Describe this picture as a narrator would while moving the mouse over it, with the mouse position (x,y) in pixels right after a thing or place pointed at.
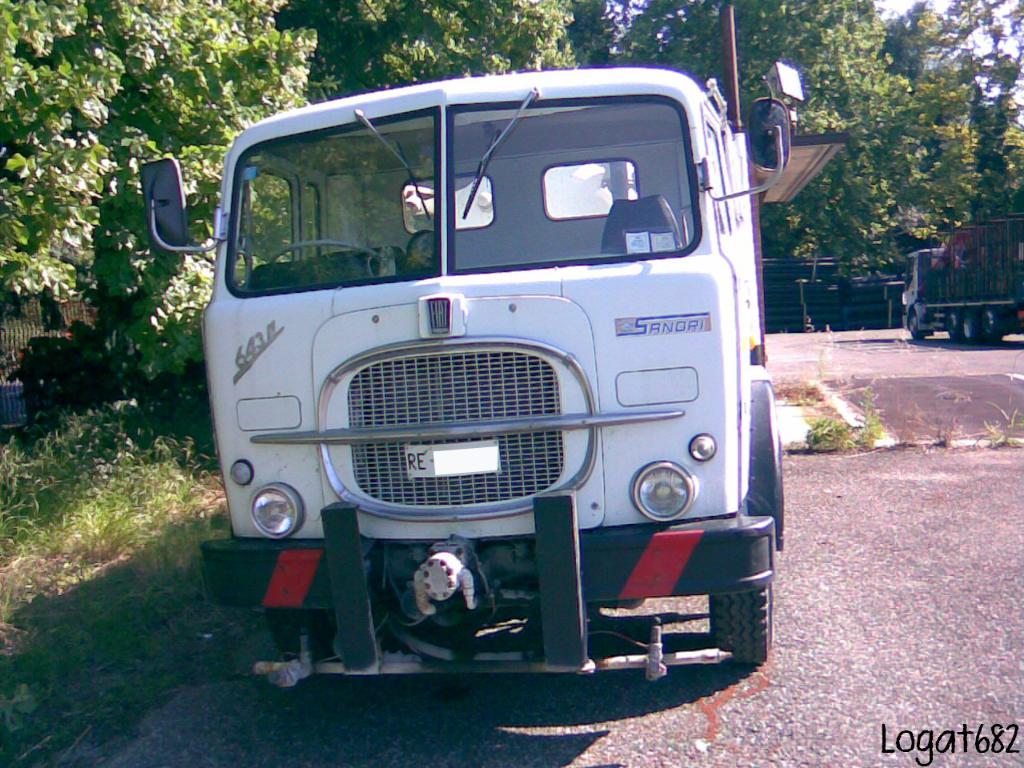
There is a white color vehicle (645,242) on the road (821,639). In the right bottom corner (1005,733), there is a watermark (1003,730). On the left side (56,663), there's grass (142,514) on the ground (82,419). In the background (66,189), there are trees (714,23), there is a vehicle (946,260) on the ground (919,357) and there is sky (983,32).
